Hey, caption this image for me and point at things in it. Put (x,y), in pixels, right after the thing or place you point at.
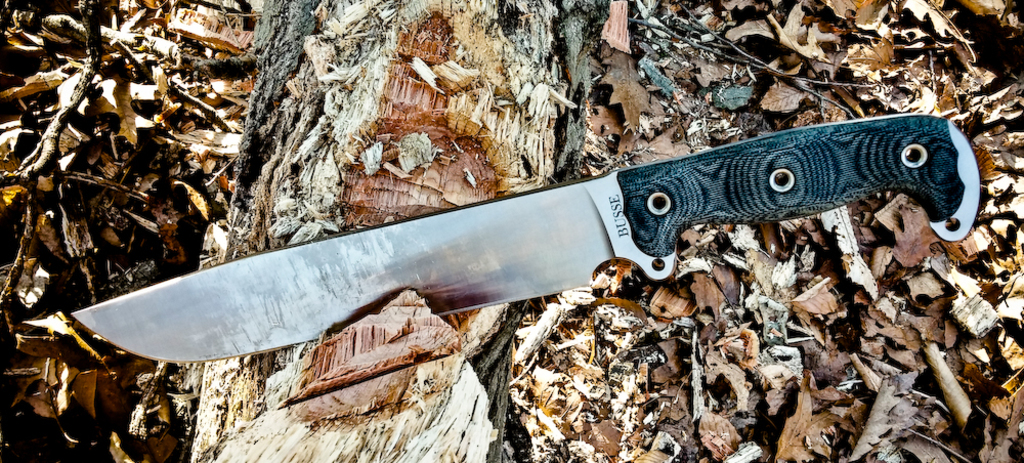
In this picture I can see a knife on the tree trunk (469,47), and in the background (683,27) there are leaves (897,78).
